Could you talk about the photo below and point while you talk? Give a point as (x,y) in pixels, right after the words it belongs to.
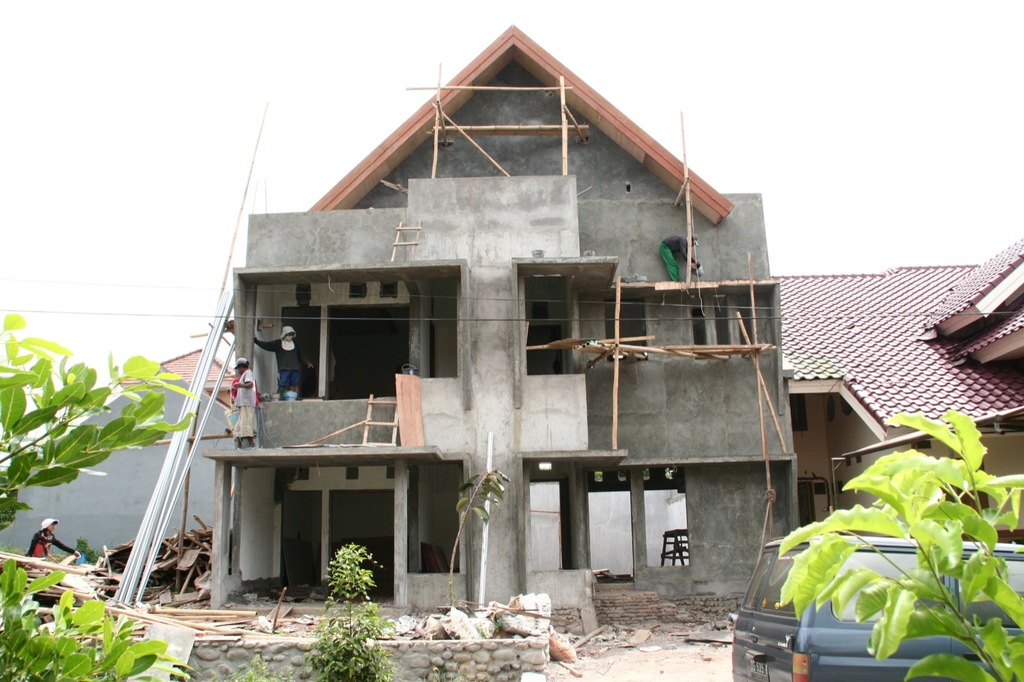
In this image I can see few buildings (762,304), plants (357,602), vehicle (772,618), few people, wooden logs (194,597), few objects (138,572) and the sky (282,135).
